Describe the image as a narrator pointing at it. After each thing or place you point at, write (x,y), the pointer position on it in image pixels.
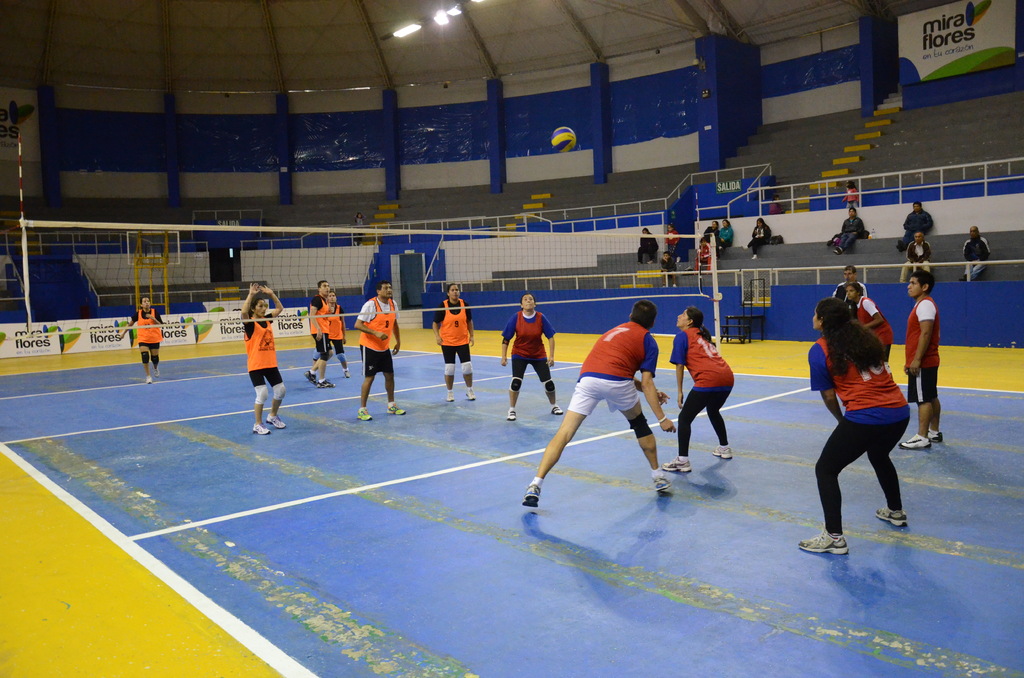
This picture describes about group of people (435,313), few are seated and few people (633,388) are playing game, in front of them we can see a ball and a net (471,249), in the background (481,51) we can find few metal rods (443,241), hoardings (976,3) and lights (403,36).
